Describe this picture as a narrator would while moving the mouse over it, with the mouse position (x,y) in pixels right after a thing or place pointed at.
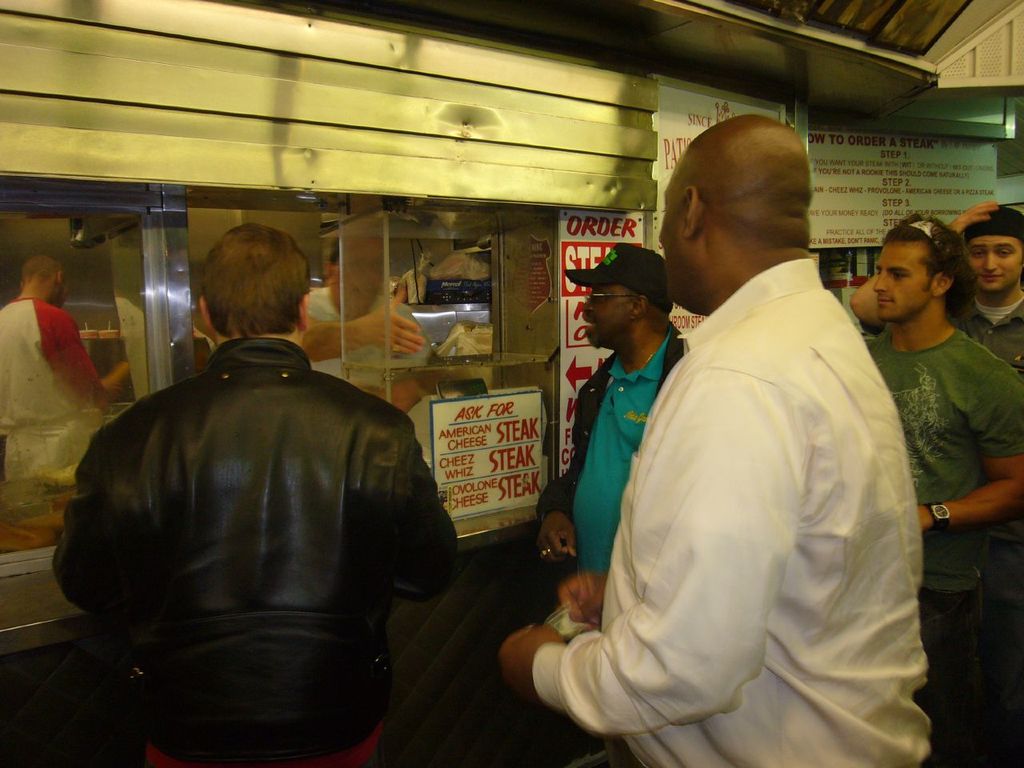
In the foreground (570,531) I can see a crowd (603,514) is standing in front of a food truck (187,259) and boards (816,207). This image is taken during night on the street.
